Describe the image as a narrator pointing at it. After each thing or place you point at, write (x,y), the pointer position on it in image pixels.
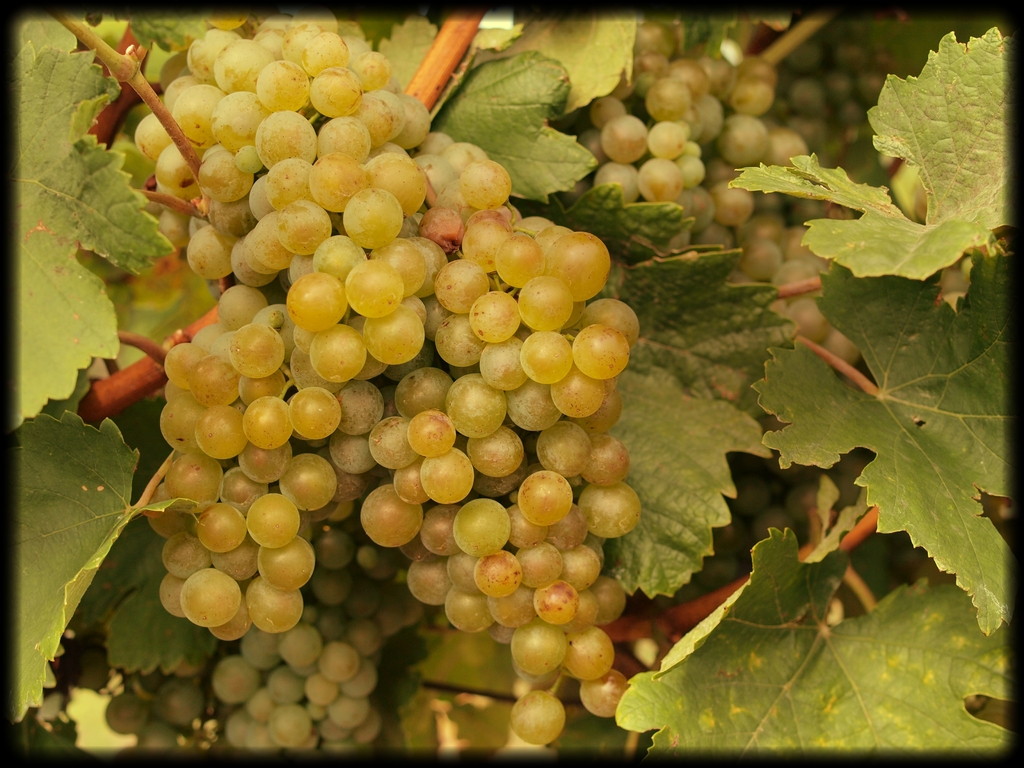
In the picture I can see grapes (390,392), leaves (648,303) to the tree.
